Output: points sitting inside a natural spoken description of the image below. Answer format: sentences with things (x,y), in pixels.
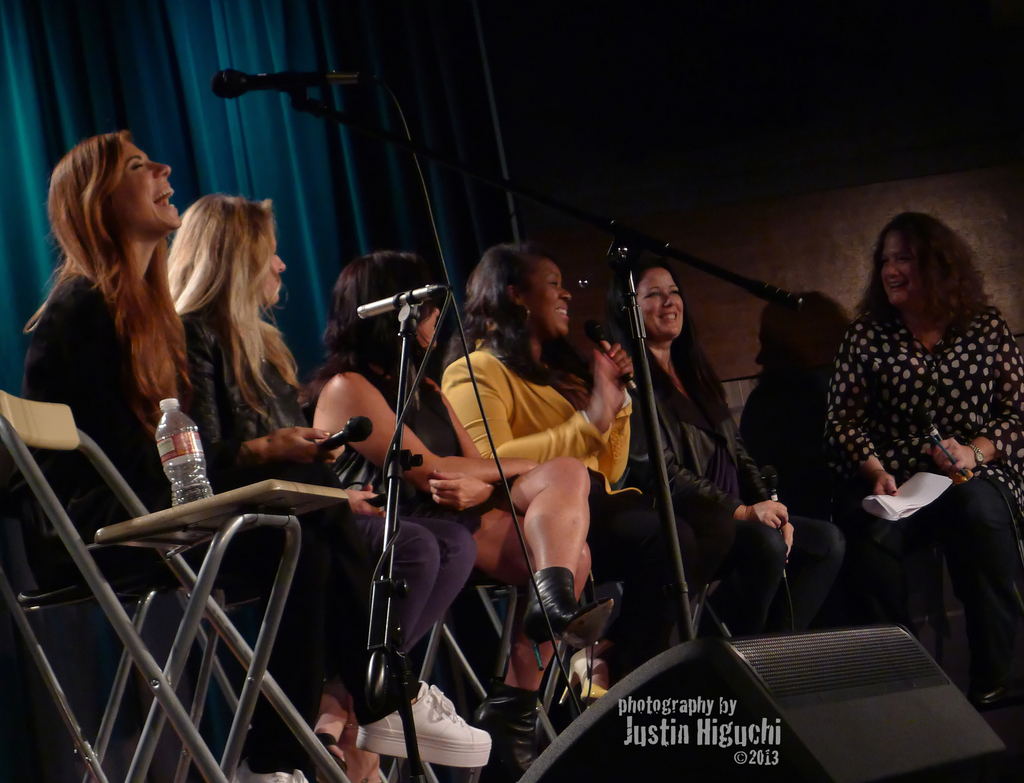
In this image there are groups of women (503,466) sitting on the chair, there are holding an object (889,501), there are stands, there is a microphone (292,72), there are wires (446,304), there is a water bottle (189,477) on the chair (206,518), there are curtains (267,105) towards the top of the image (177,82), there is a wall (820,199), there is an object (784,743) towards the bottom of the image (779,723), there is text (735,724) towards the bottom of the image (692,711), there is a number (765,757) towards the bottom of the image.
